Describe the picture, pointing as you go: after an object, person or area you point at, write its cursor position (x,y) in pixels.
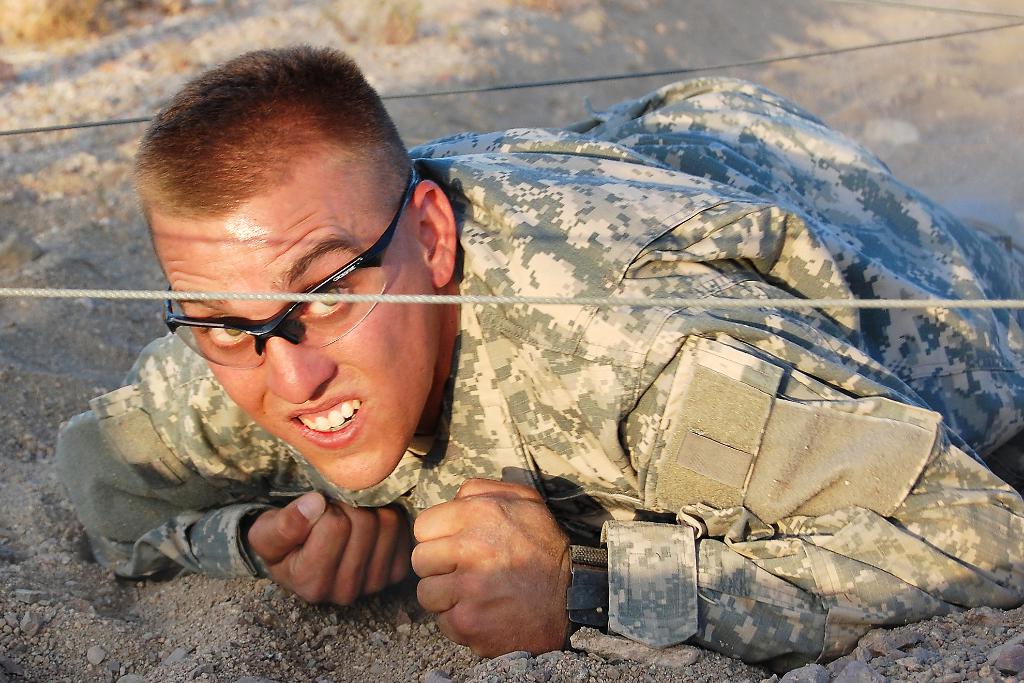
In this image, we can see a person (476,513) in a military uniform (755,437) is lying on the sand (383,641) and watching. Here we can see ropes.
